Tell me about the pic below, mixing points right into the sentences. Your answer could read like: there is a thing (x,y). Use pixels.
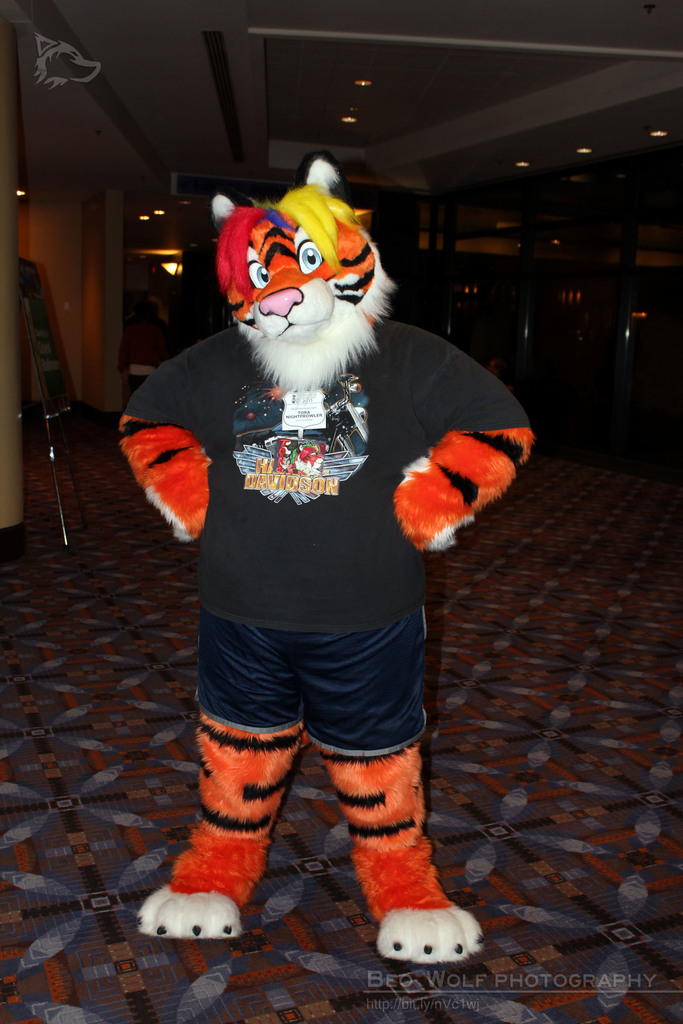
In this image a person (260,276) standing on the floor (67,1017) is wearing a tiger mask (283,269). Beside him there is a board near the wall (50,262). Behind him there are few persons (158,342). Few lights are attached to the roof (26,144).
